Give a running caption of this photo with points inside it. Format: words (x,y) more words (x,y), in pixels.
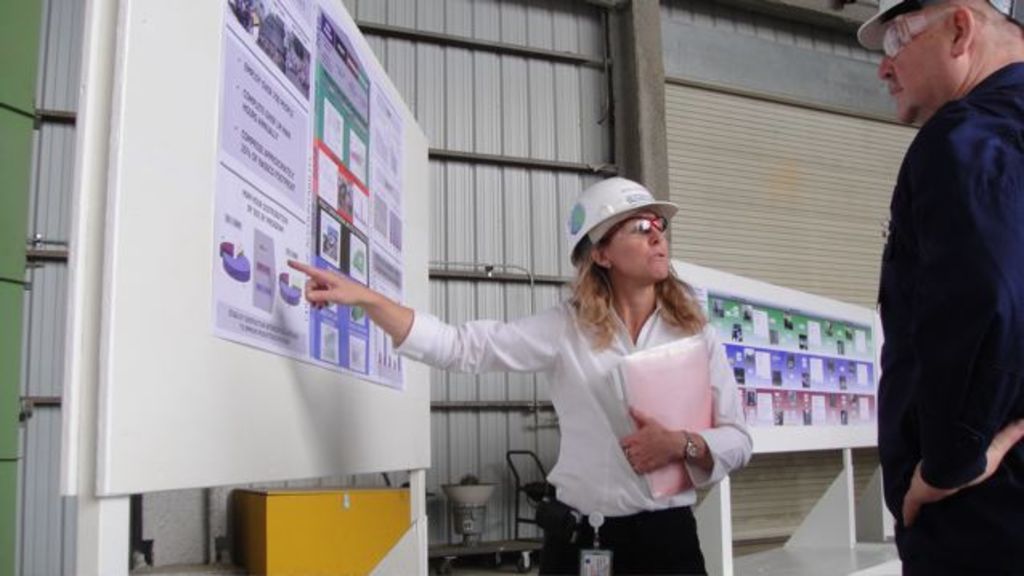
In this image there is a woman (594,336) standing and holding a file (640,388) in her hand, beside her there is a board (411,252) with some posters (331,234) attached to it, on the posters (311,237) there are some images (328,134) and text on it. On the right side (965,161) there is another person (979,248) standing. In the background (835,496) there are a few objects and there is a wall (598,151) with metal sheets (817,217).
